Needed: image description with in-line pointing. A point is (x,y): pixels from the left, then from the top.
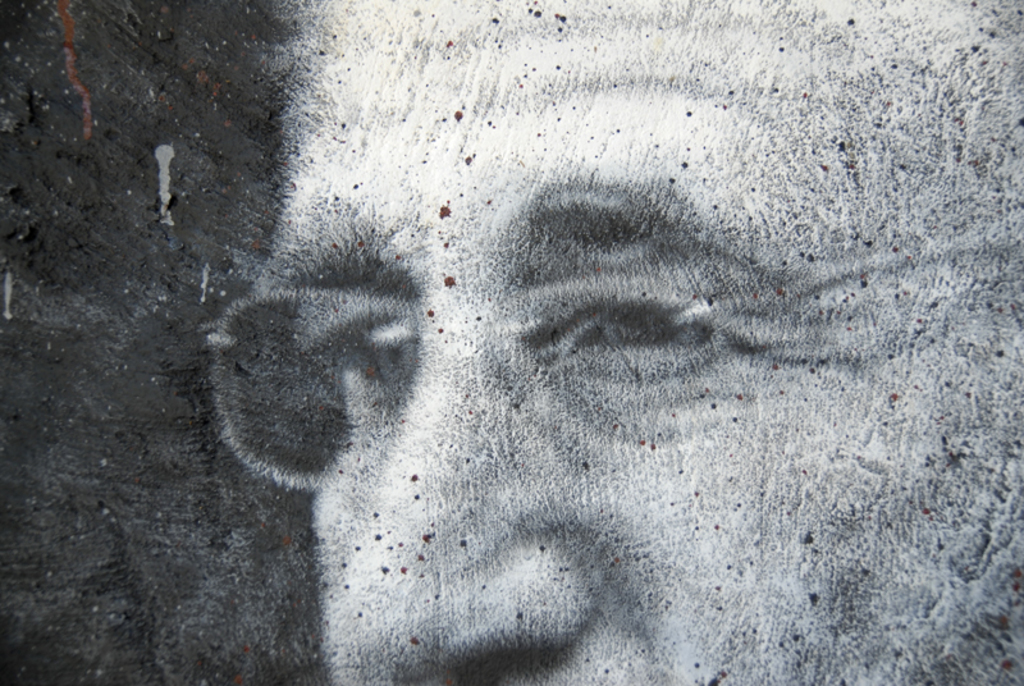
It is the blur image of a person (682,444) who is wearing the spectacles (553,329). It is the black and white image. There are dots (813,370) on the face (746,502).
